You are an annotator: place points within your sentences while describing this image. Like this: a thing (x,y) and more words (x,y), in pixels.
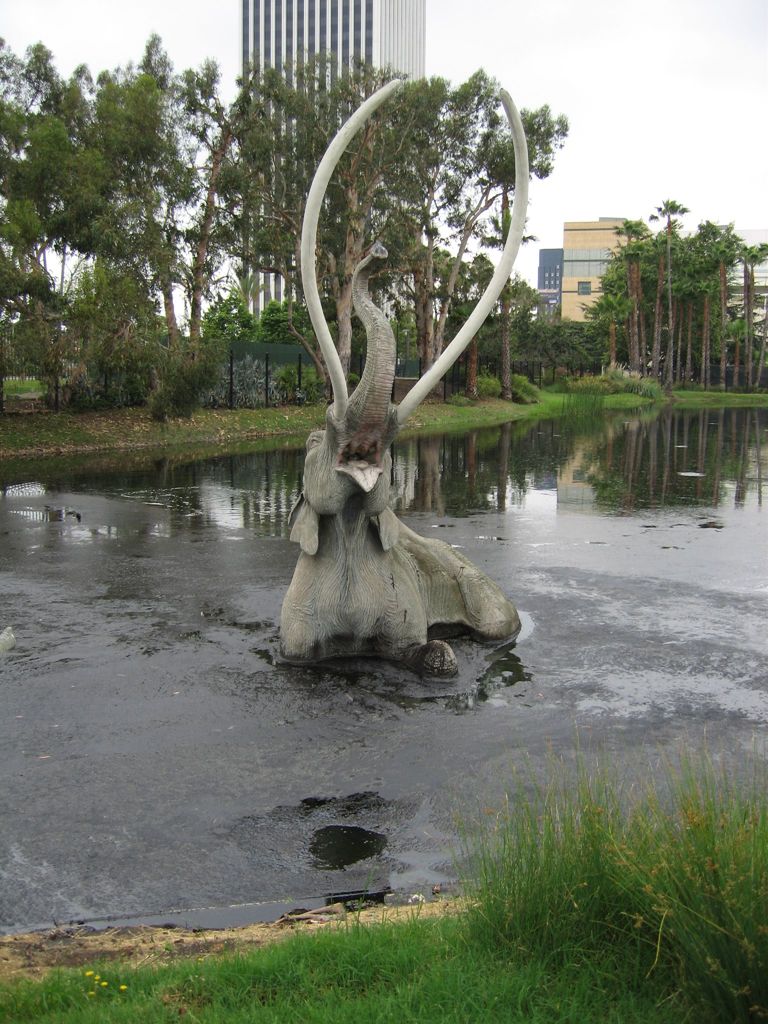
This is an outside view. At the bottom (421,981), I can see the grass (380,1006). In the middle of the image (366,532) there is a statue of an elephant (383,530) in the water (249,739). In the background (383,260) there are many trees (18,235) and buildings (570,232). At the top of the image (633,80) I can see the sky (595,73).
